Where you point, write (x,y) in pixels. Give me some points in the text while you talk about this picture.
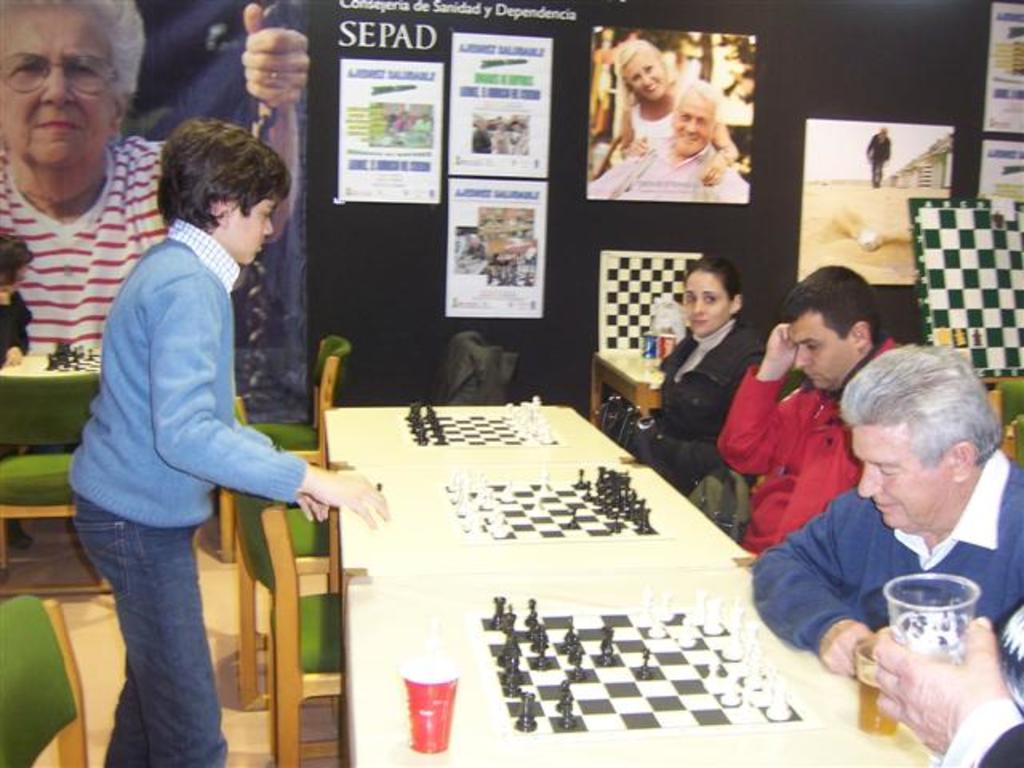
This picture is of inside the room (768,395). On the right (801,394) there are group of persons (837,456) sitting on the chairs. On the left (175,298) there is a boy (191,432) standing and there are many number of chairs (27,673). In the center (518,409) there are tables (572,431) on the top of which glasses (860,695) and chess boards (555,649) are placed. In the background (697,74) we can see a wall (881,54), many wall posters (703,128) including the picture (708,137) of man (686,113) and woman (644,95). On the left (159,44) there is a banner (167,47) with a picture (55,121) of a woman (58,210) wearing white color t-shirt (93,217) and there is a table (635,370) on the top of which some items (632,319) are placed.
